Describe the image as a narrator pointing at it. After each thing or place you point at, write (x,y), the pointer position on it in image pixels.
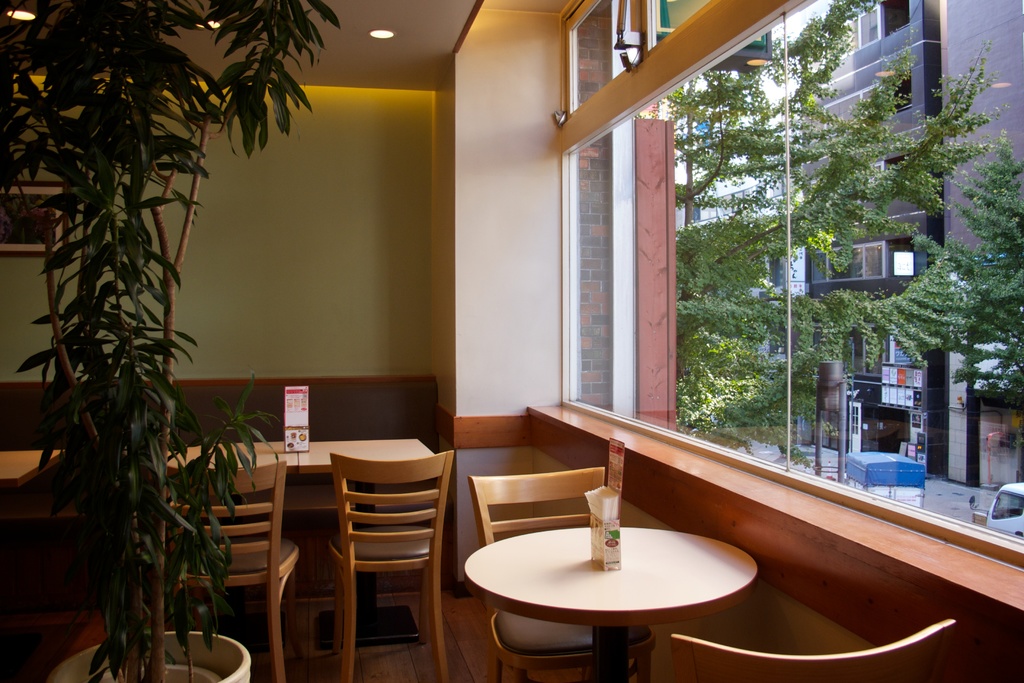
In this picture we can see tables (373,631), chairs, house plant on the floor (365,647), here we can see a tissue paper holder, name board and in the background (338,250) we can see a wall (343,170), photo frame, lights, glass window (674,429), from glass window (842,470) we can see a vehicle (862,473) on the road (952,510), here we can see trees (955,315), buildings (963,430) and some objects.
